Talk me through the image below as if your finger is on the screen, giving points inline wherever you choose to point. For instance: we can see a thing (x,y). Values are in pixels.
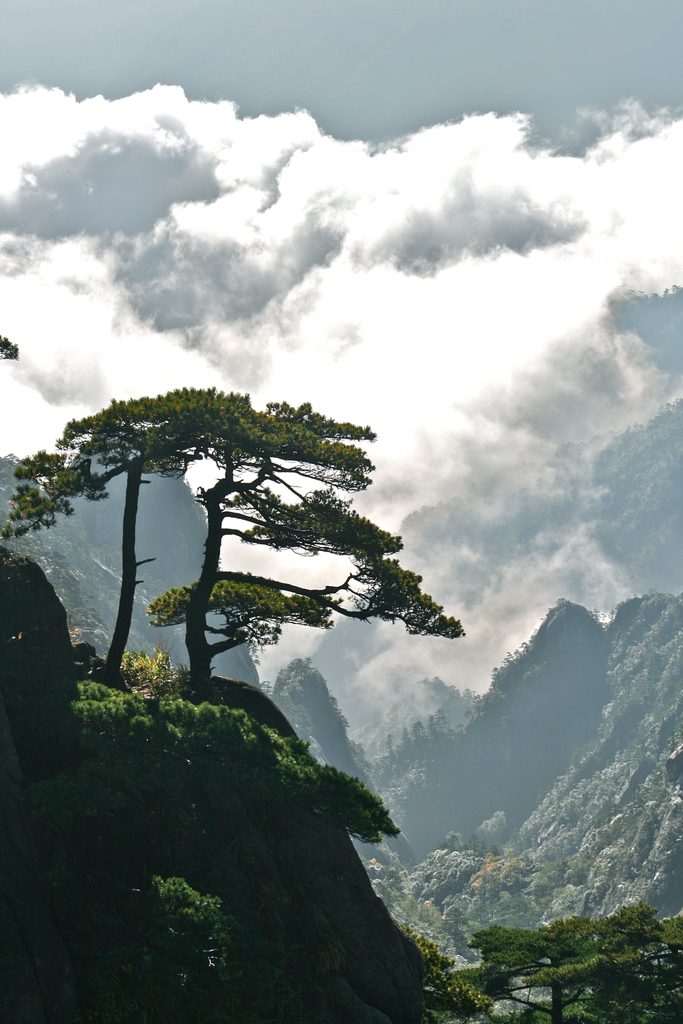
In the image we can see there is a hill (322,809) which is covered with trees (115,448). Behind there are rock hills (635,705) and there is a cloudy sky (284,284).
